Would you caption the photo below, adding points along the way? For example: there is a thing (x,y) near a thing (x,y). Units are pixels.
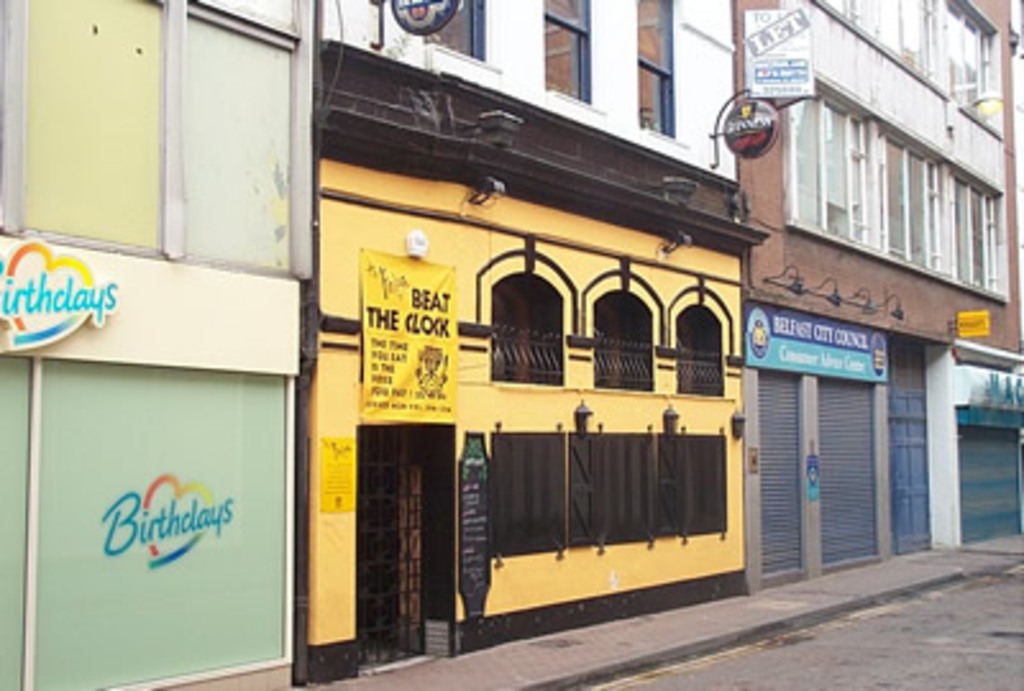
In this picture I can see buildings (571,316) with windows (947,40), there are boards (236,316), lights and shutters (847,510).
